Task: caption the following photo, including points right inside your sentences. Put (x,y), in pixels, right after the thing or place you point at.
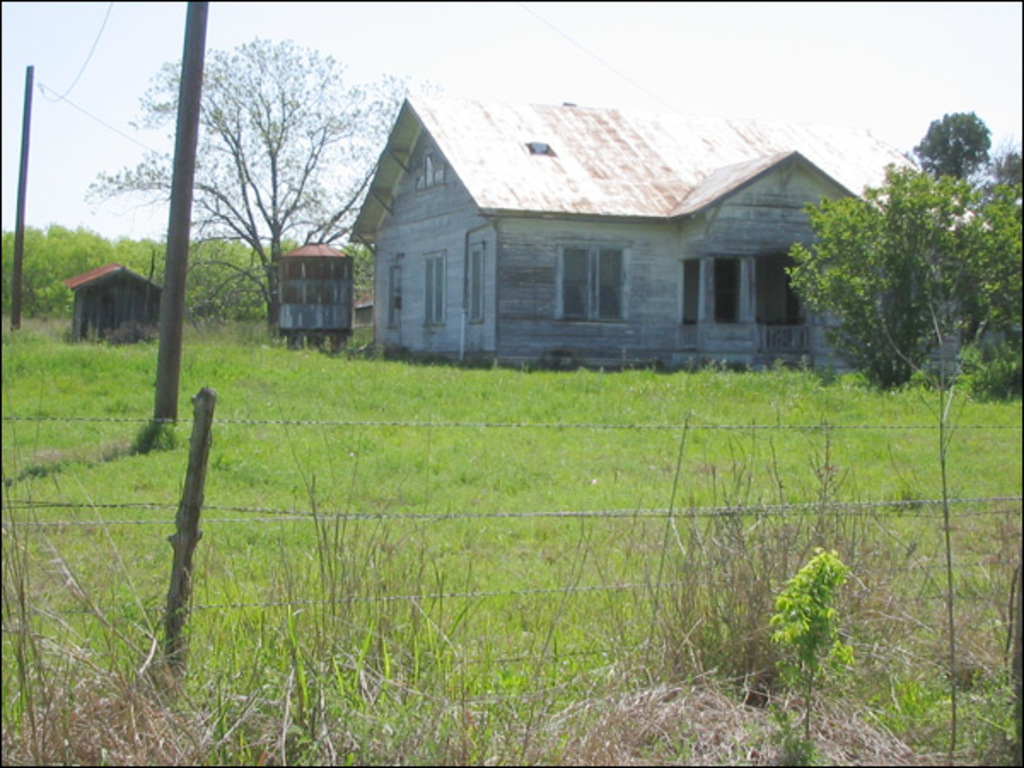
It is a wooden house (519,291) and there is a small hut (114,288) beside the house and around house (585,266) there is a lot of grass (384,388) and some trees (886,364).
